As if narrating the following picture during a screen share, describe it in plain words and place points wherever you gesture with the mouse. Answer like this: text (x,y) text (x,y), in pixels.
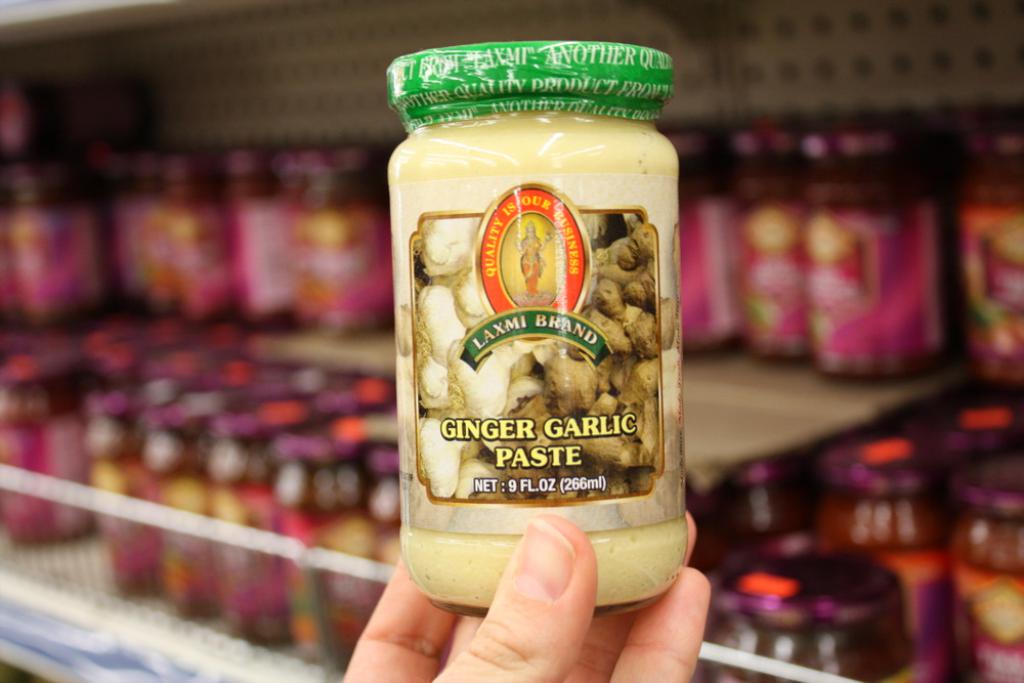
In this image we can see a garlic paste bottle (599,387) which is held by a person's hand (455,662) and in the background of the image (367,387) we can see some bottles (195,394) which are arranged in the shelves (94,649).
